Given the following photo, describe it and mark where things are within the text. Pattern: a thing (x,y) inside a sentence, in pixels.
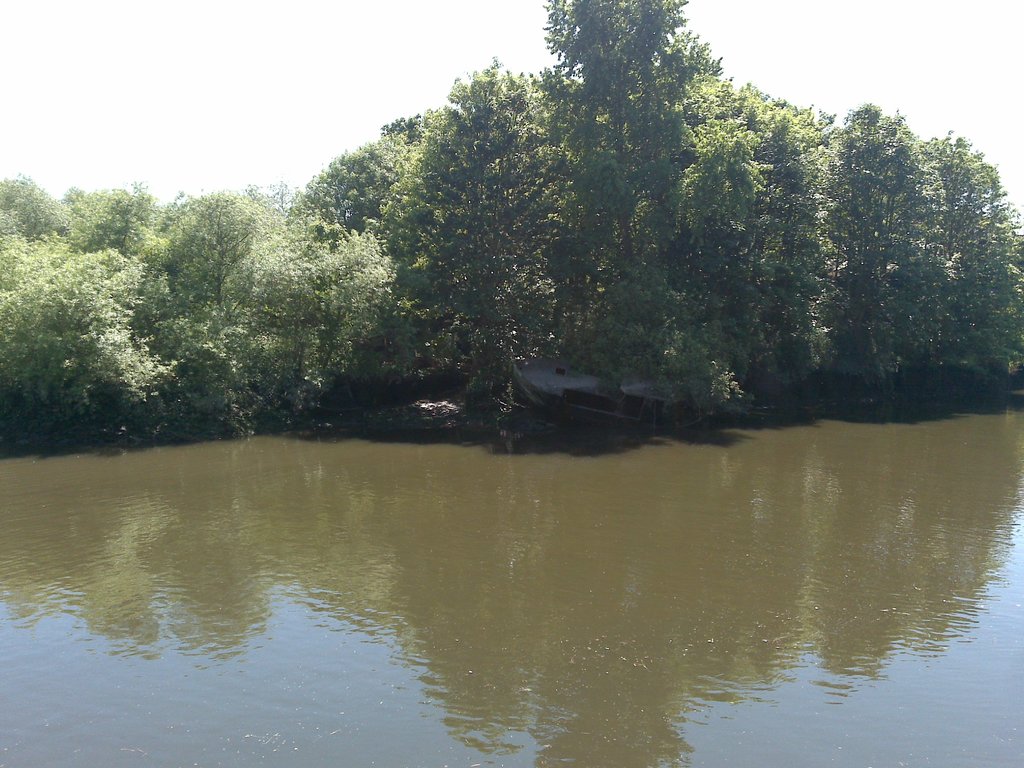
In this picture there is water (560,594) and there are trees (529,271) in the background (528,278).
